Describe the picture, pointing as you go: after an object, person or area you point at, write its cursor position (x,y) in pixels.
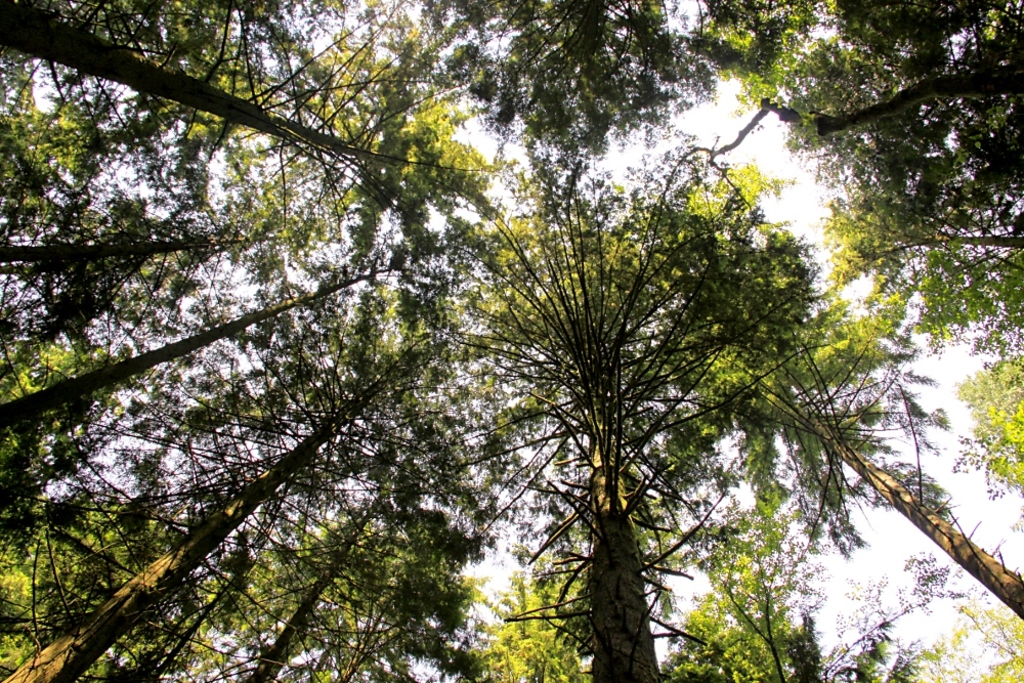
In this image I can see number of trees (322,225).
